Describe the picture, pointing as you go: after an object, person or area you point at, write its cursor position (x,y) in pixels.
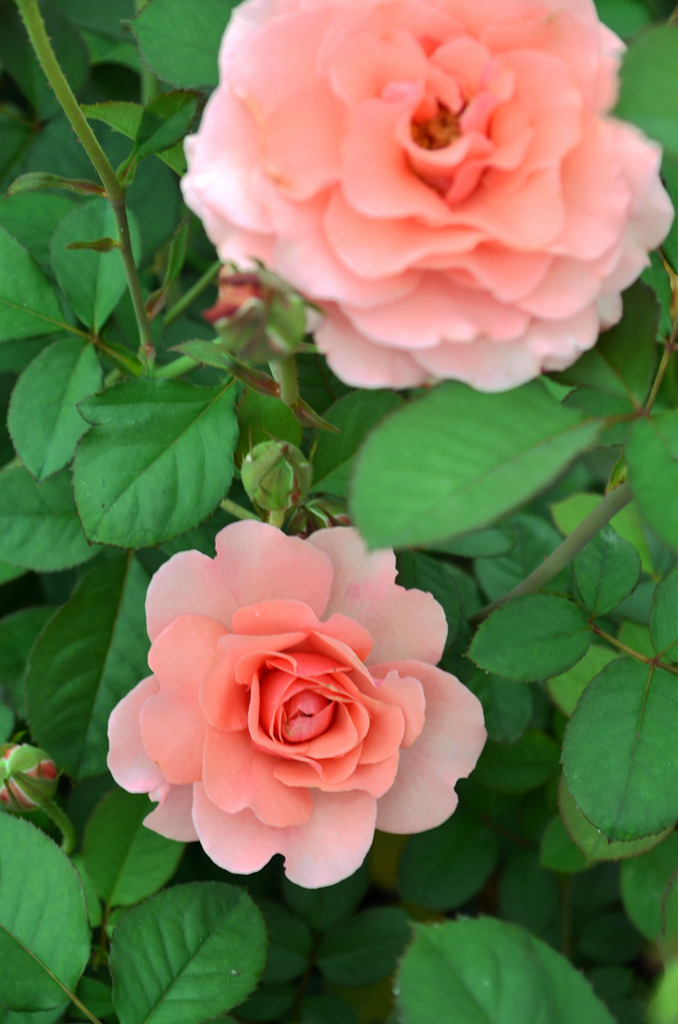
In this picture there are two flower (241,11) one in the middle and one at the top (498,332).
